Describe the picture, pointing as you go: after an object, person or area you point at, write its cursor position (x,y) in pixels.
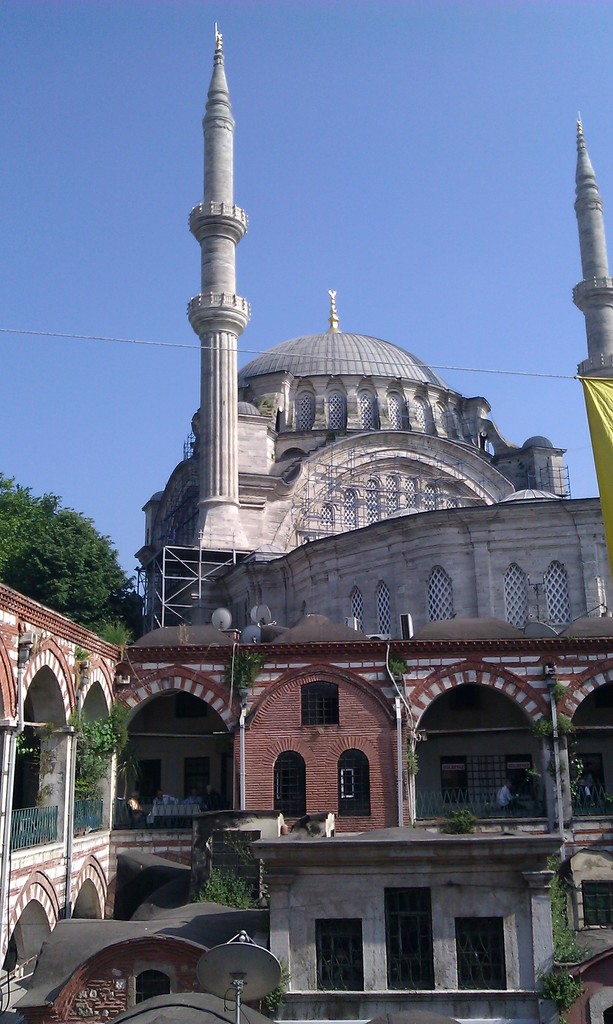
In this image we can see buildings (291,821), plants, persons (503,799), railing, antenna (245,996) and other objects (612,470). In the background of the image (74,574) there are trees (63,534) and the sky (142,322).
